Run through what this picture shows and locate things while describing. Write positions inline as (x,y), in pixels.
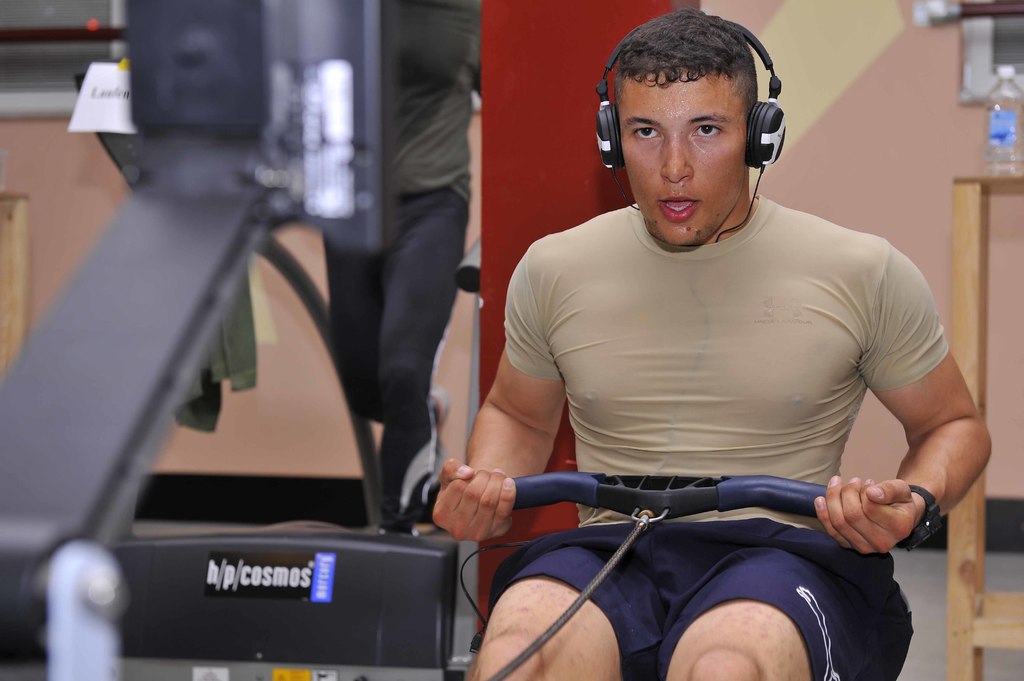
In this image I see a man (614,335) who is holding a thing (667,498) in his hands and I see that he is wearing a headphone (601,96) on his head (631,85) and I see that he is sitting and I see an equipment (62,474) over here. In the background (241,411) I see a bottle (1008,85) on this wooden thing (953,294) and I see the wall (853,23) and I can also see a person (338,326) over here.
